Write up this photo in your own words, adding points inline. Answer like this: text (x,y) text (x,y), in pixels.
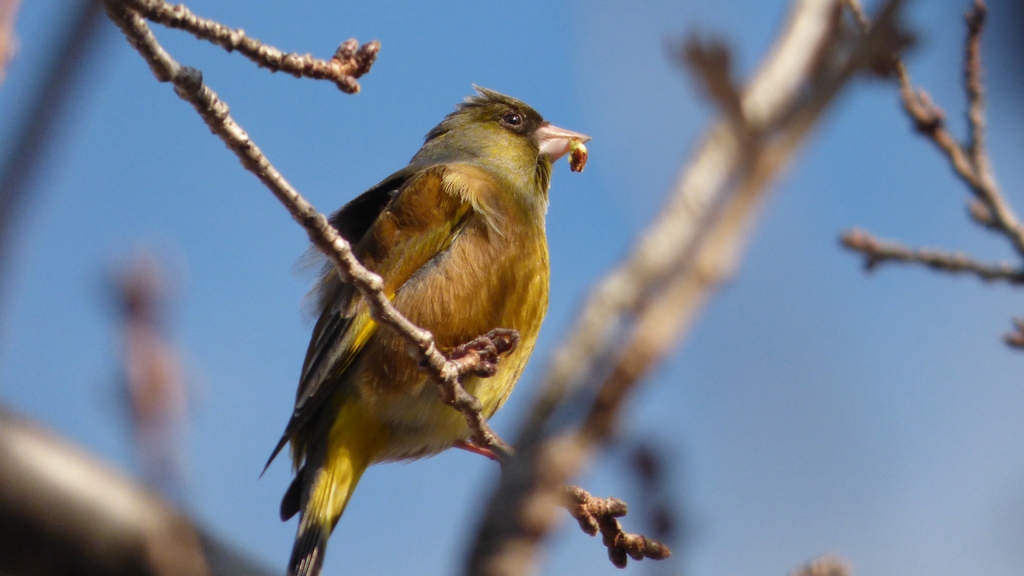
In this image we can see a bird (412,385) which is of yellow color is on the tree branch (417,330).
